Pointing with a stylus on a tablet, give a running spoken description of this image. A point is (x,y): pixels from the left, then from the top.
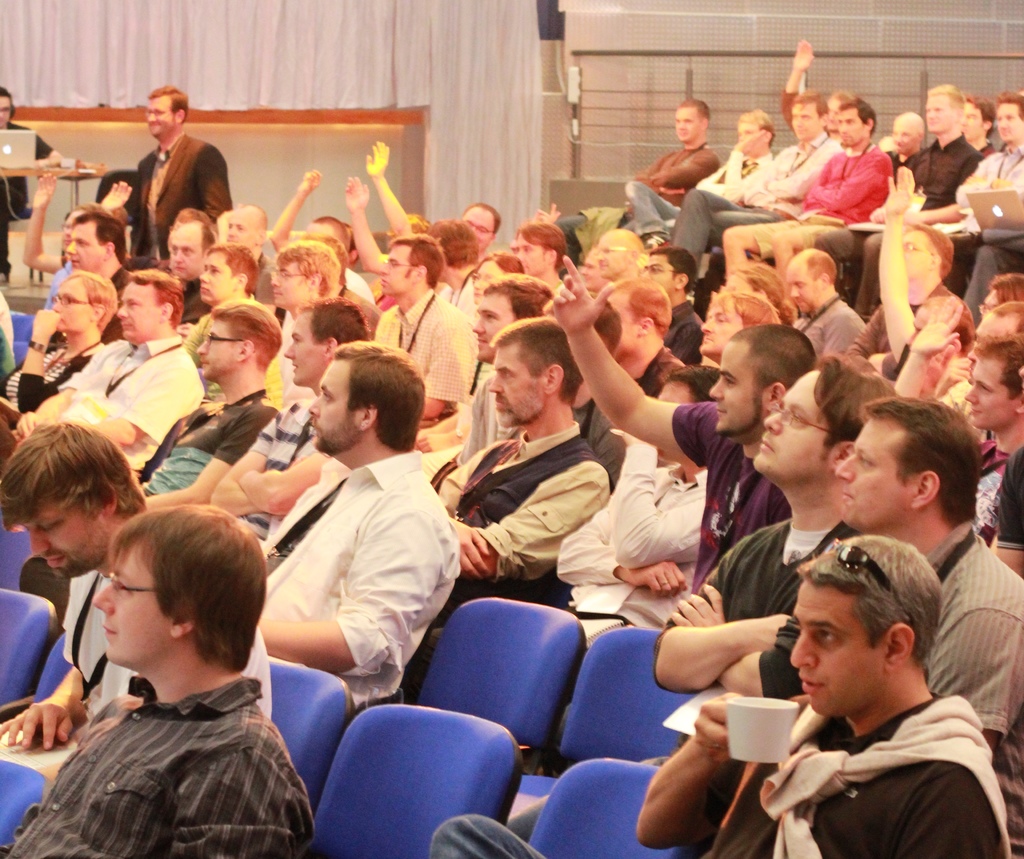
In this picture I can see in the middle (562,404) a group of people (145,747) are sitting on the chairs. On the left side (60,168) there is a laptop (2,139) on the table (73,169), beside it a man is standing.
